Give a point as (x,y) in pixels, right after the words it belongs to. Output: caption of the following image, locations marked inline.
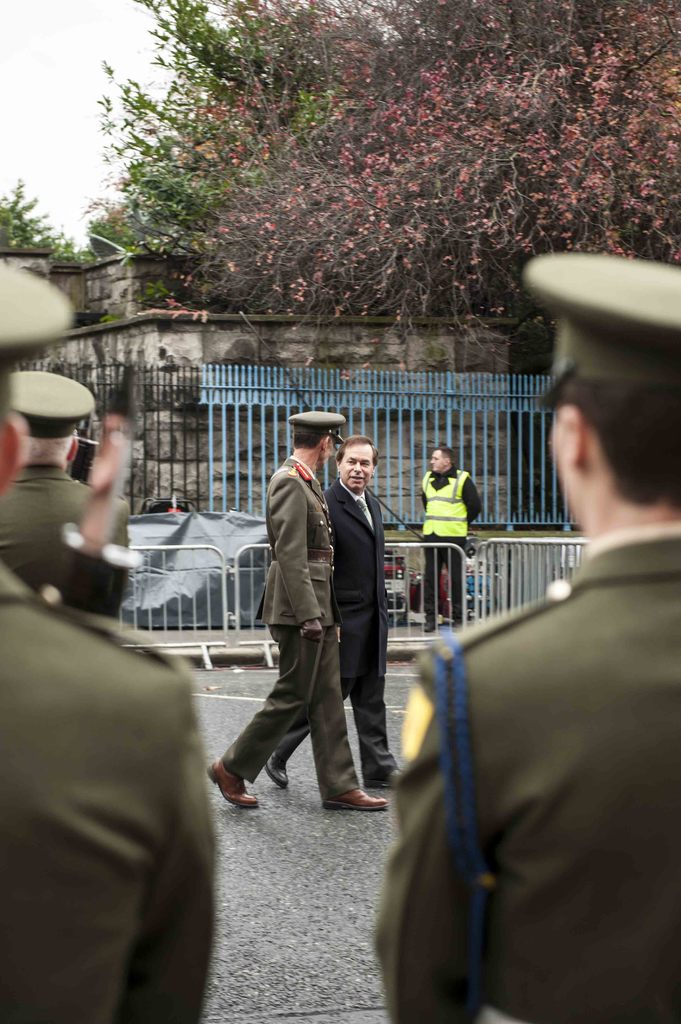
In this image there are two persons (458,801) standing in the bottom right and in the bottom left (109,837), in the background (324,645) there are two persons (314,655) walking on the road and there is a fencing (393,583), beside the fencing (465,571) there is a footpath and person (439,523) standing, behind the person (439,498) there is a wall (451,323), trees (430,313).
